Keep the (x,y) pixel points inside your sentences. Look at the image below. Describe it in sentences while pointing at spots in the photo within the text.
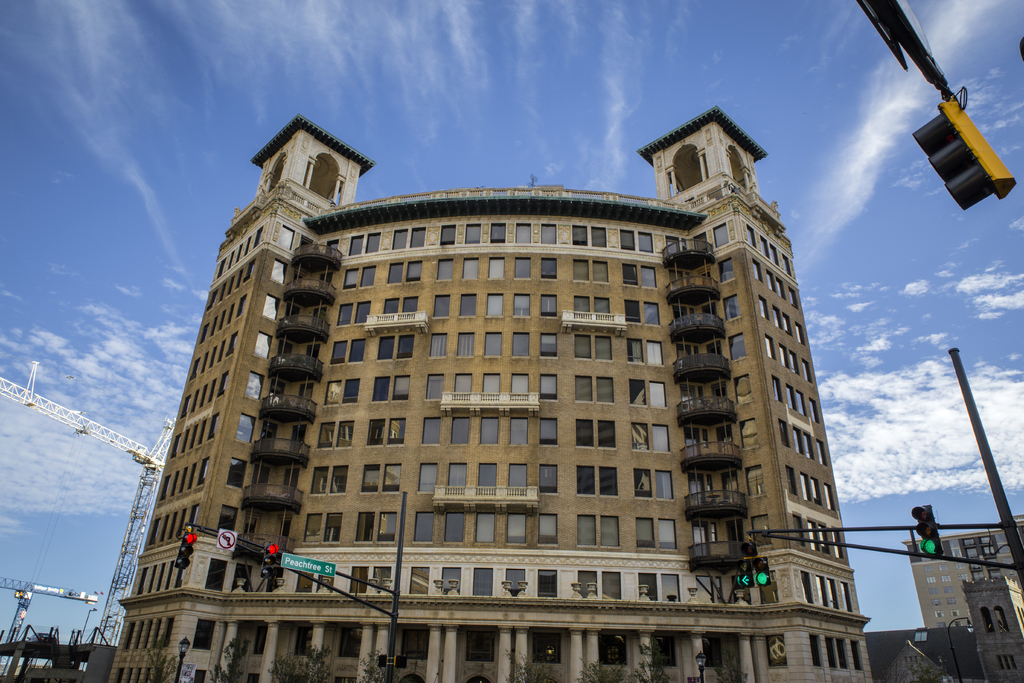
At the bottom (333,584), we see the poles (337,572), traffic signals (274,564) and the light pole (181,665). On the right side (930,517), we see a traffic signal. In the middle (602,434), we see a building (510,520). On the left side (23,592), we see the poles (58,629) and the crane towers (23,592). In the right top (921,46), we see a traffic pole (920,46). In the background (504,81), we see the clouds (142,383) and the sky (249,117).
